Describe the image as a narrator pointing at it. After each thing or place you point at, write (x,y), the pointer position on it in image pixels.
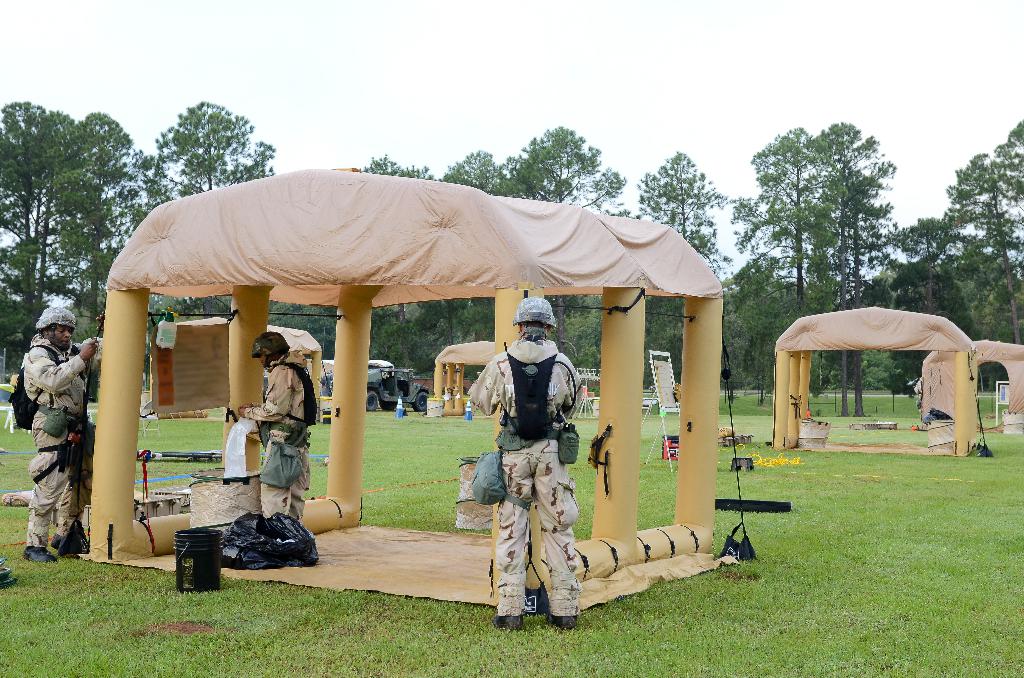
In the image there are three men (253,404) in camouflage dress (43,509) standing on either side of tent (680,459) with bags (274,530) under it and over the background (155,198) there are many trees (827,374) all over the place followed by trees (53,212) and above its sky (591,49).
